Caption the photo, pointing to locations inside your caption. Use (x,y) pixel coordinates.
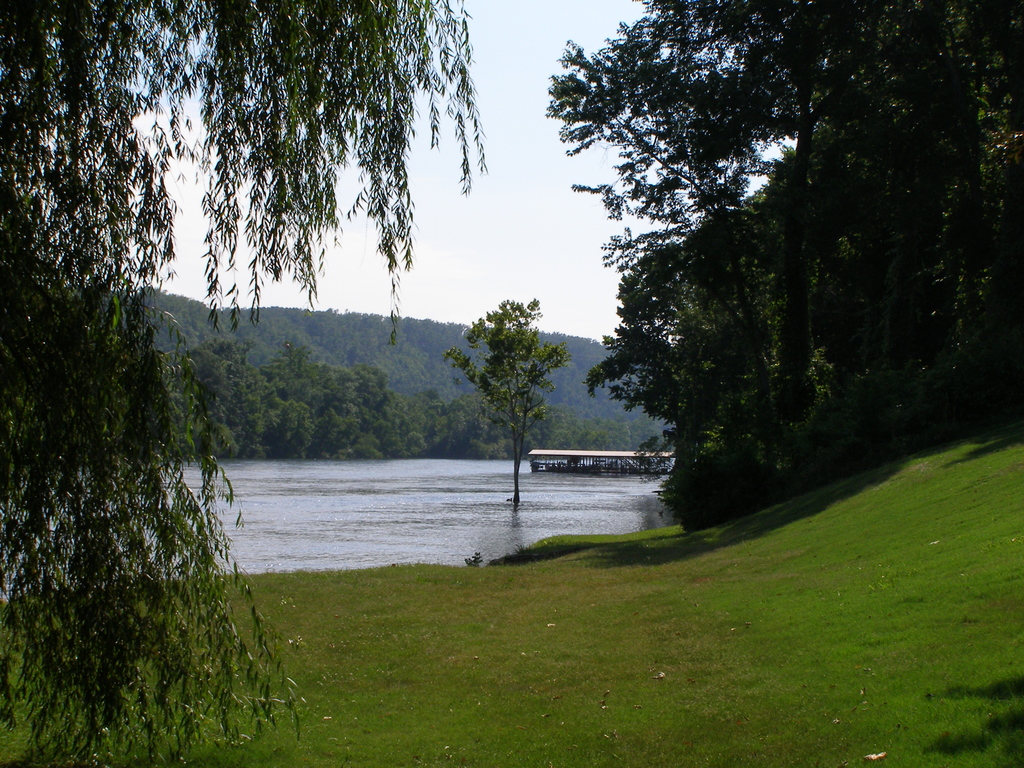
In this picture we can see some grass (509,699) on the ground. There are trees (138,460) on the right (835,382) and left side of the image (153,406). We can see a tree (517,458) and a shed (572,454) in the water (395,497). There are a few trees (271,346) and some greenery (451,347) is visible in the background (389,340).
